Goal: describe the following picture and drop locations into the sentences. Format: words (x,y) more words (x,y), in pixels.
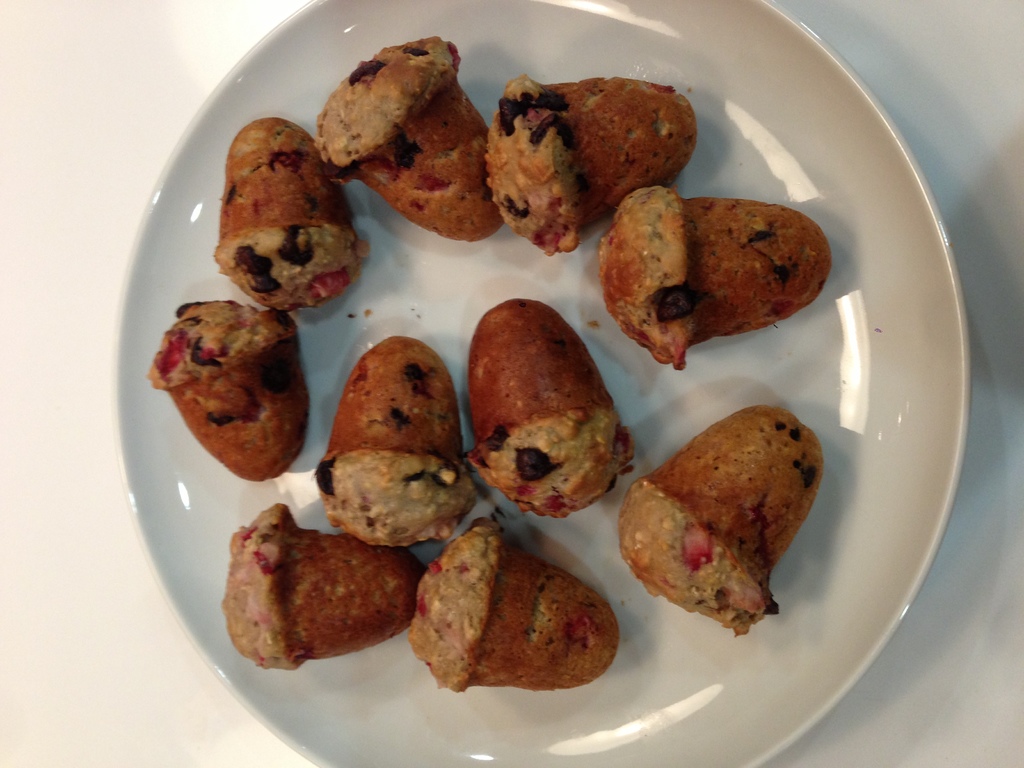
In the given image i can see a white plate (331,320) filled with food item (336,297).
